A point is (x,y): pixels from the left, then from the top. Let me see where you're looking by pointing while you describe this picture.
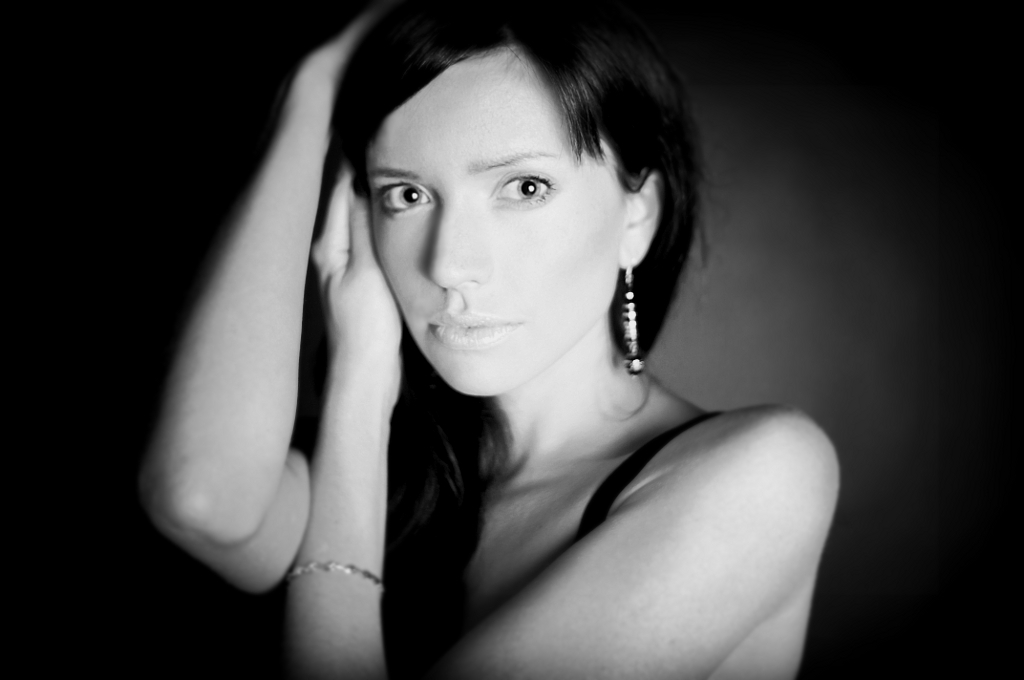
Here in this picture we can see a woman (372,338) present and this picture is a black and white image.
